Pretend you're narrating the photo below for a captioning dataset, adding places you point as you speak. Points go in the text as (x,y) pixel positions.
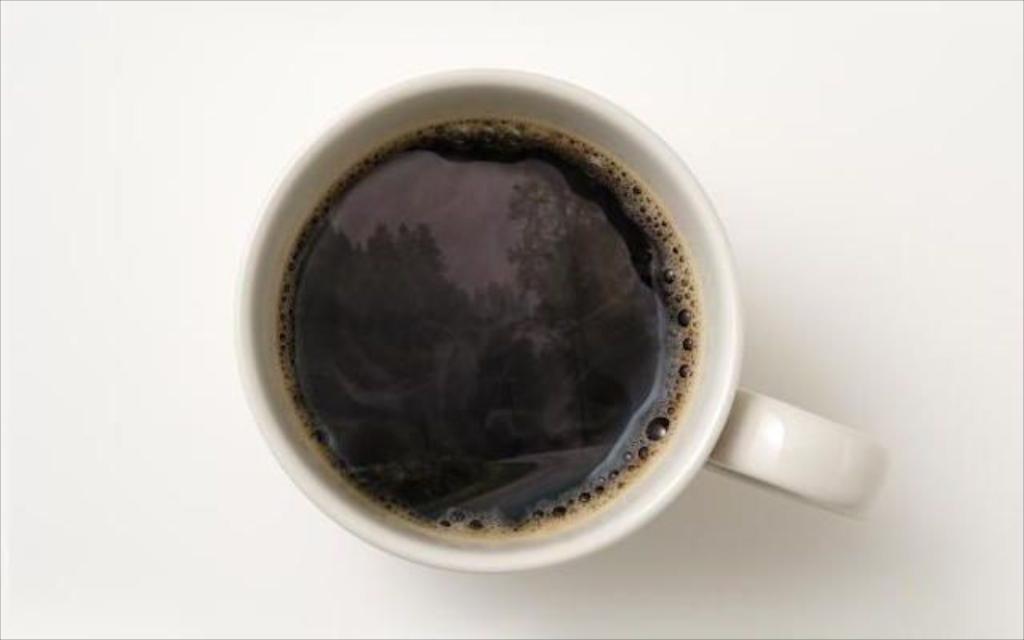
In the picture I can see a cup (625,318) of coffee (436,452) on the table (323,592).
